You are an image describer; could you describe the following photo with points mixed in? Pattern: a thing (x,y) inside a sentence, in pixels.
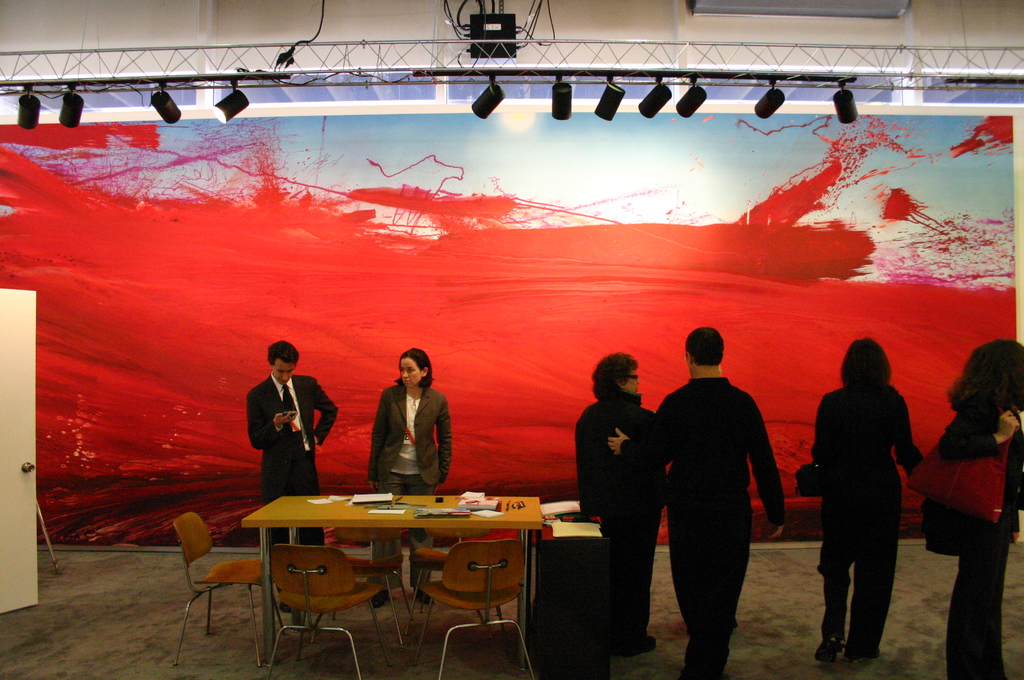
this picture shows few people (726,442) standing and a person (268,390) holding a mobile (285,411) in his hand (271,420) and we see a table (526,570) and few chairs (276,547) and some papers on the table (360,522) and we see a woman (986,438) holding a handbag (935,458) in her hand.
